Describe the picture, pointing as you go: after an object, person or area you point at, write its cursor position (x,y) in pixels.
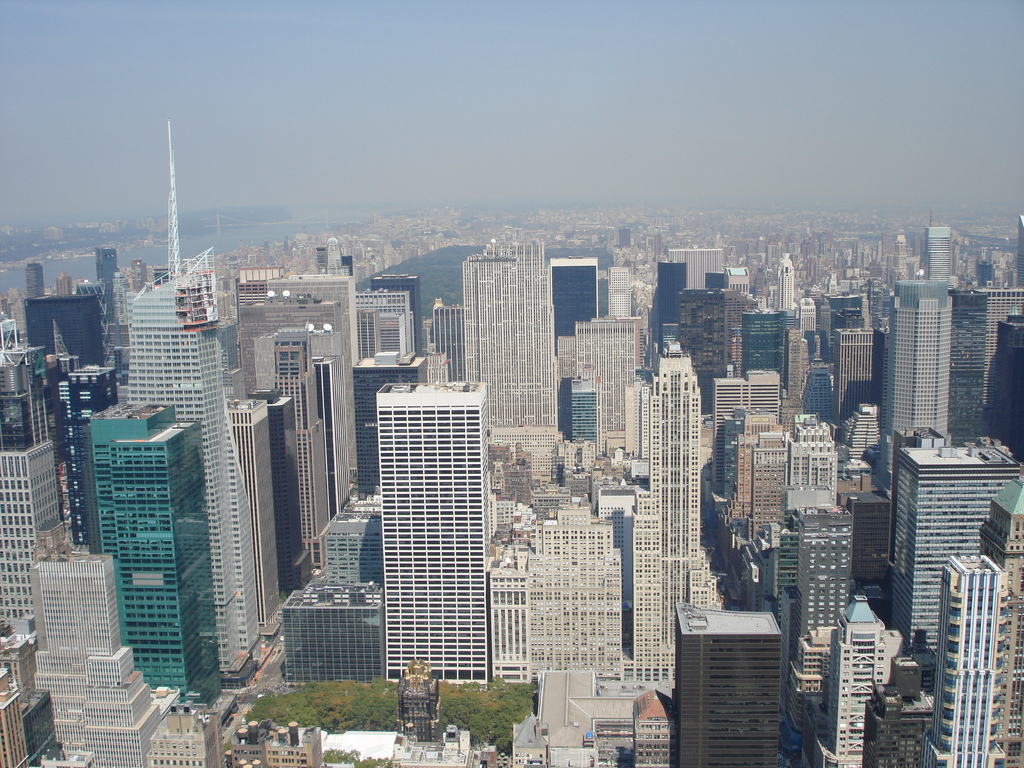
This picture is clicked outside. In the foreground (42,666) we can see the buildings (717,754) and the skyscrapers (466,647) and we can see the trees (367,725) and a tower like object (416,711). In the background (162,85) we can see the sky (470,92), water body (187,239), buildings (294,262) and many other objects (442,273).
